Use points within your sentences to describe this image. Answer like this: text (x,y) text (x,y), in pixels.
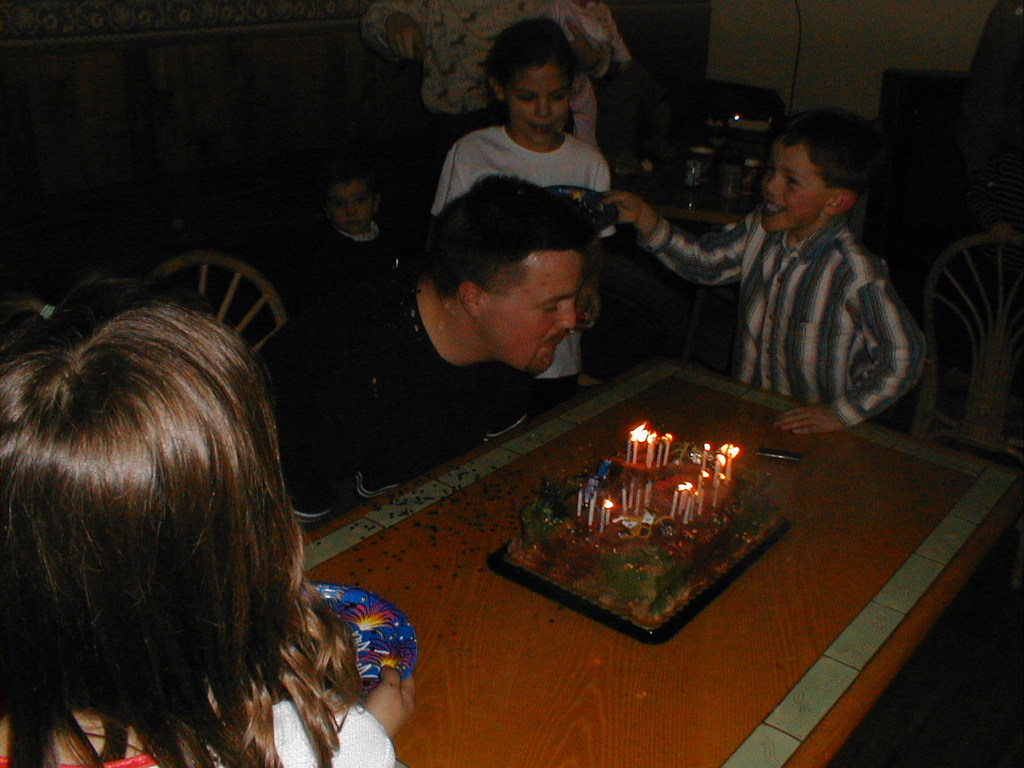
In the image there is a man (445,364) blowing candles (665,464) on cake (694,535) on a table (764,577) and there are kids (719,257) on the front (270,684) and a woman (229,583) on back of the table (649,400), it seems to be a dining room (311,282).
